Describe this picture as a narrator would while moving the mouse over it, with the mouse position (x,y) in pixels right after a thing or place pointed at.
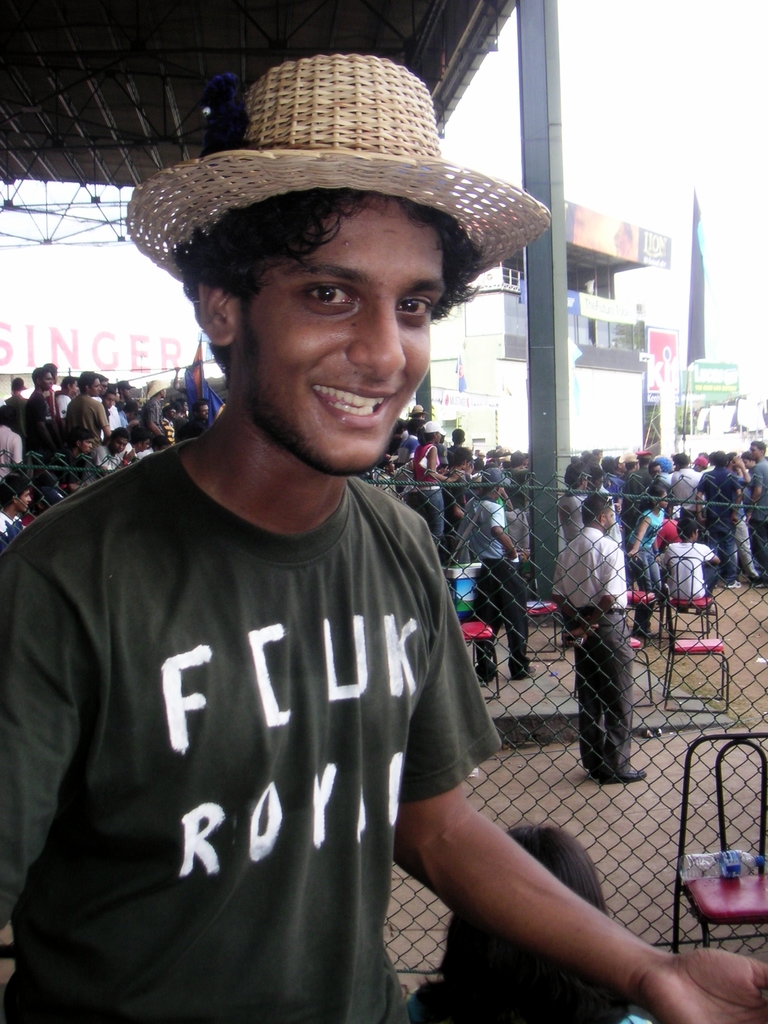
In this image we can see a man (222,525) with a hat (352,142). In the background (461,471) we can see many people (471,458) standing. Image also consists of chairs (669,646), buildings (596,263), fence (523,699) and also a water bottle (704,869). We can also see a roof (92,98) for shelter.
